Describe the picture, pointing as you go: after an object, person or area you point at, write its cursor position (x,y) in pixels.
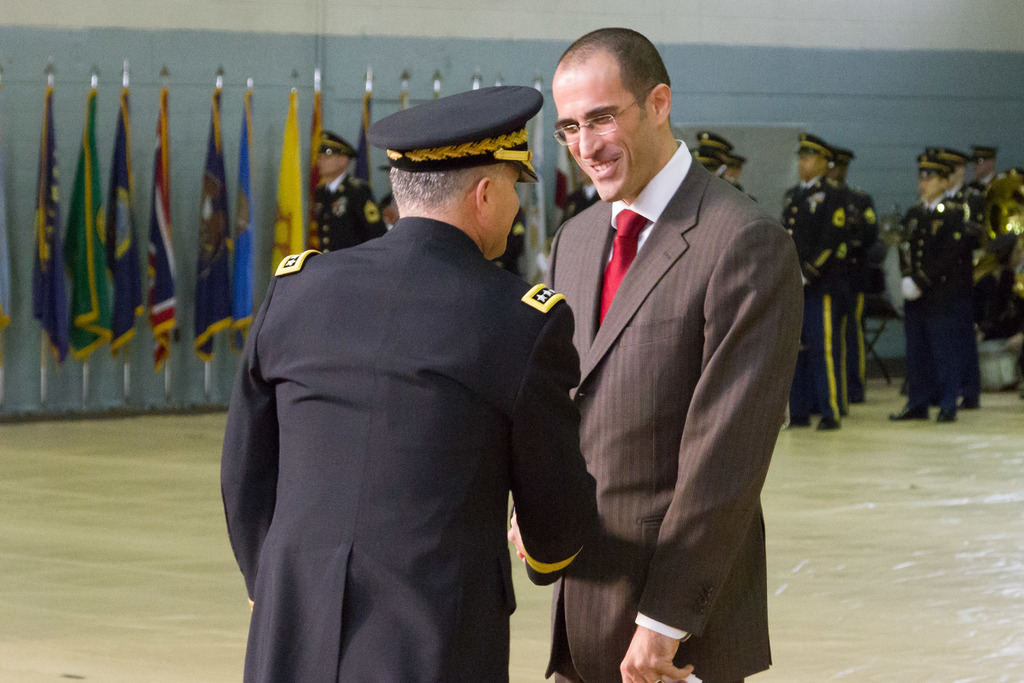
There are two men (668,426) standing. These are the flags (154,175), which are hanging to the poles (293,107). There are group of people (857,208) standing. This looks like a wall (772,58).
